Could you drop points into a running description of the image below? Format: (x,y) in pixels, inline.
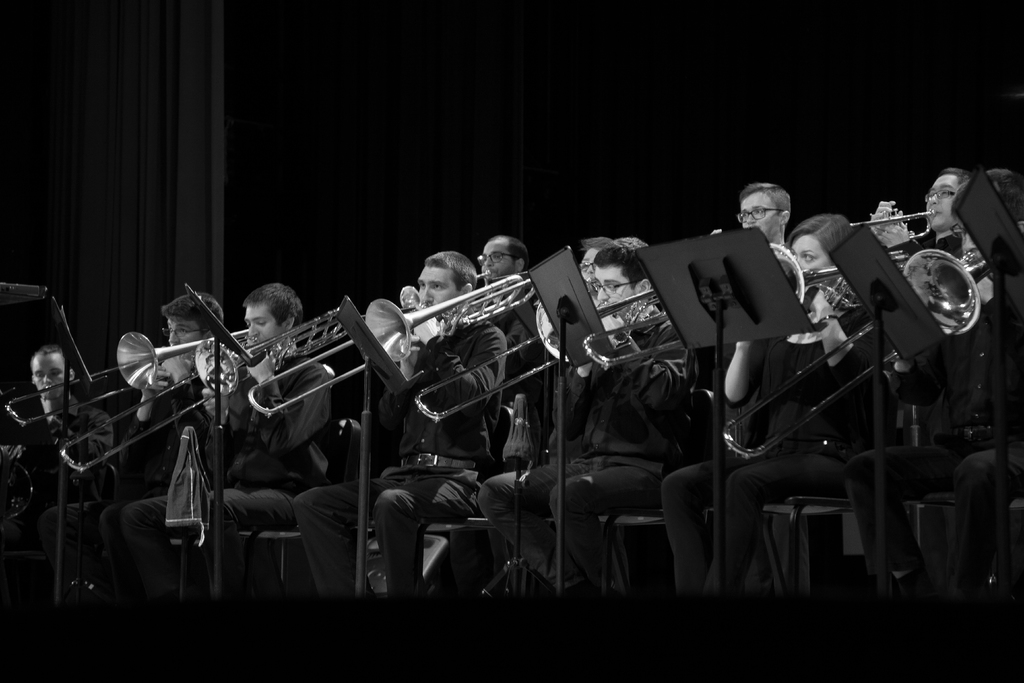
In this image I can see in the middle (498,279) a group of people (603,425) are sitting on the chairs (705,415) and playing the trumpets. They are wearing black color shirts (600,450) and trousers (602,509). This image is in black and white color.
